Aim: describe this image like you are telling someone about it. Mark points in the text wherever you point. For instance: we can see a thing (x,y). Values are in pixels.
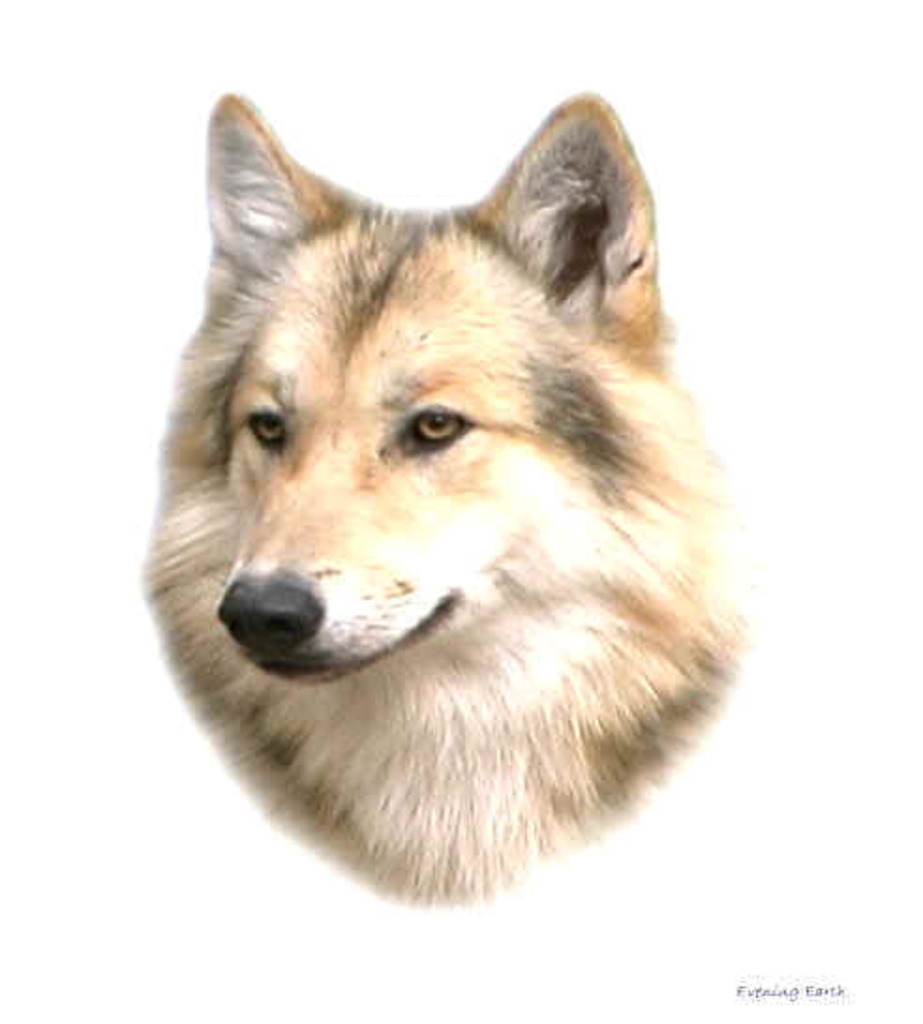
This is an edited image, we can see an animal face (340,535) and on the image there is a watermark (758,993).
